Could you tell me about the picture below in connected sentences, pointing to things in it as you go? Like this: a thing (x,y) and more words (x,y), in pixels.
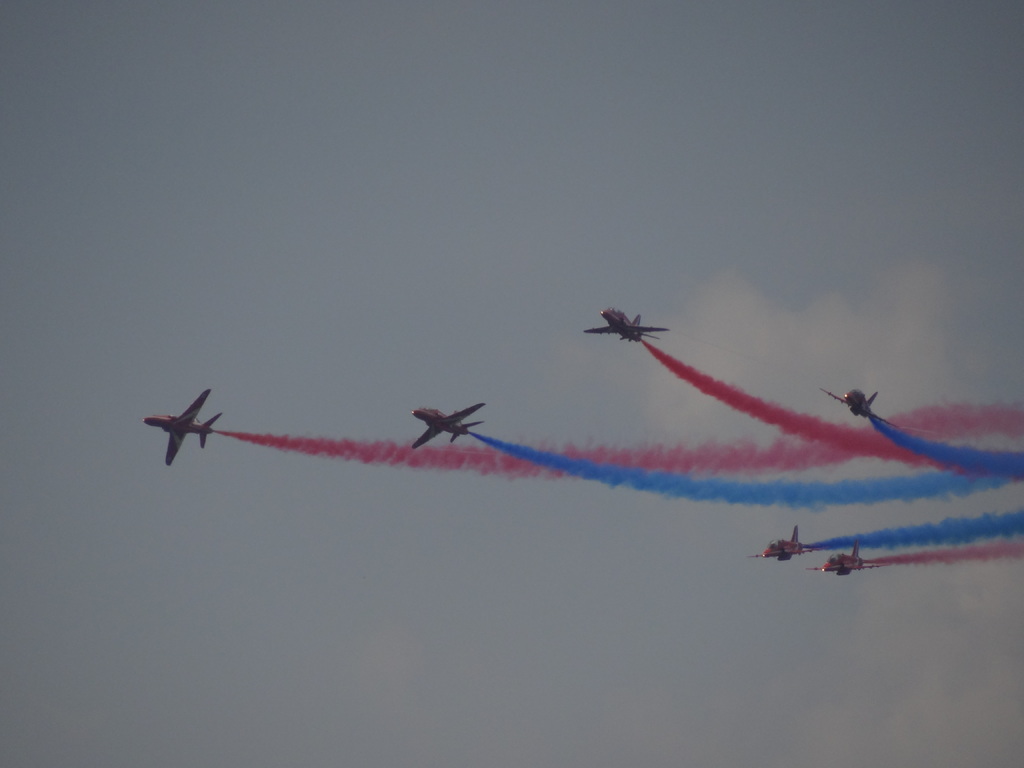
We can see airplanes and smoke (977,535) in the air (657,424). We can see sky (842,272) with clouds (892,405).
